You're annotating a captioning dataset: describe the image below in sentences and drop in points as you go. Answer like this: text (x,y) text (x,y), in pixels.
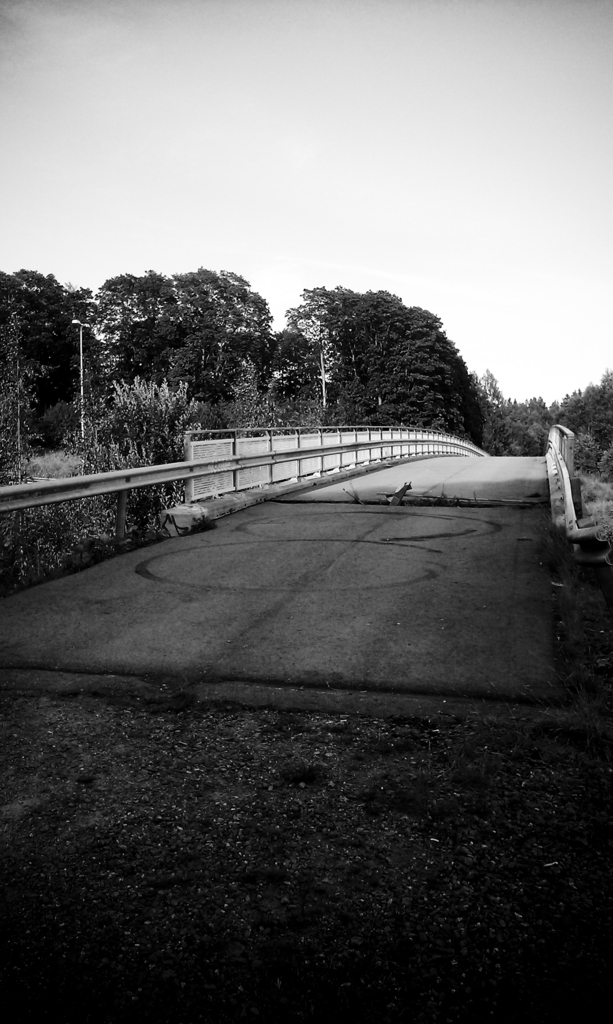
This is a black and white picture, there is a road (387,631) in the middle (387,631) with trees (495,447) on either side of it and above its sky (290,45).
